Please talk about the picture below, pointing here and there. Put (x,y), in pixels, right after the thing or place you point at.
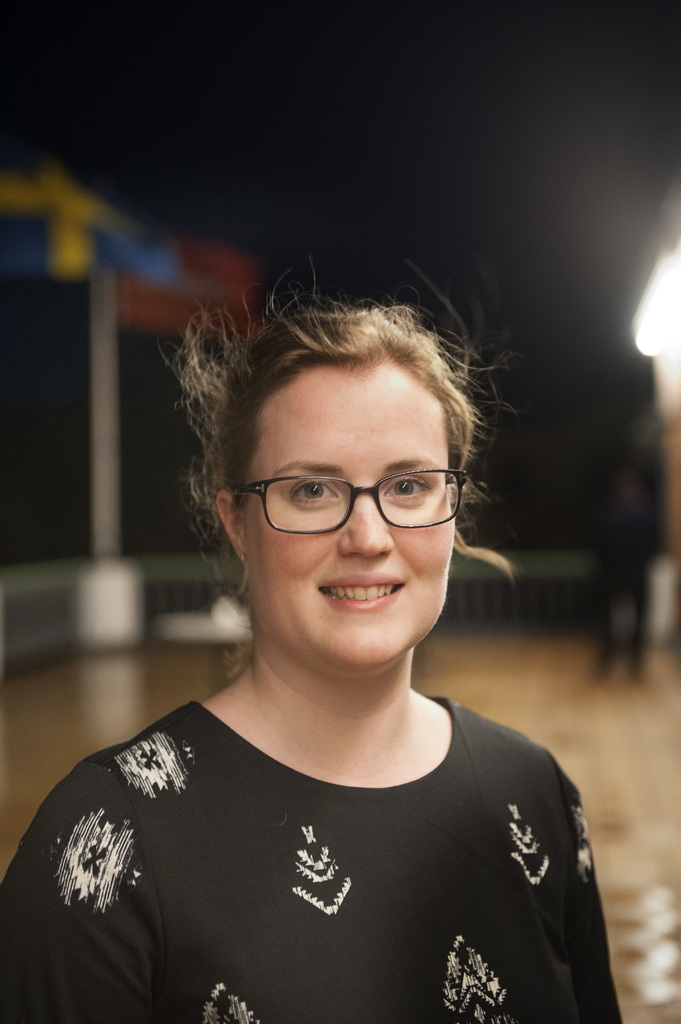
In this image we can see a woman (360,843) wearing glasses (458,495). On the backside (127,610) we can see a light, fence (464,620), pole (101,354) and a person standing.
